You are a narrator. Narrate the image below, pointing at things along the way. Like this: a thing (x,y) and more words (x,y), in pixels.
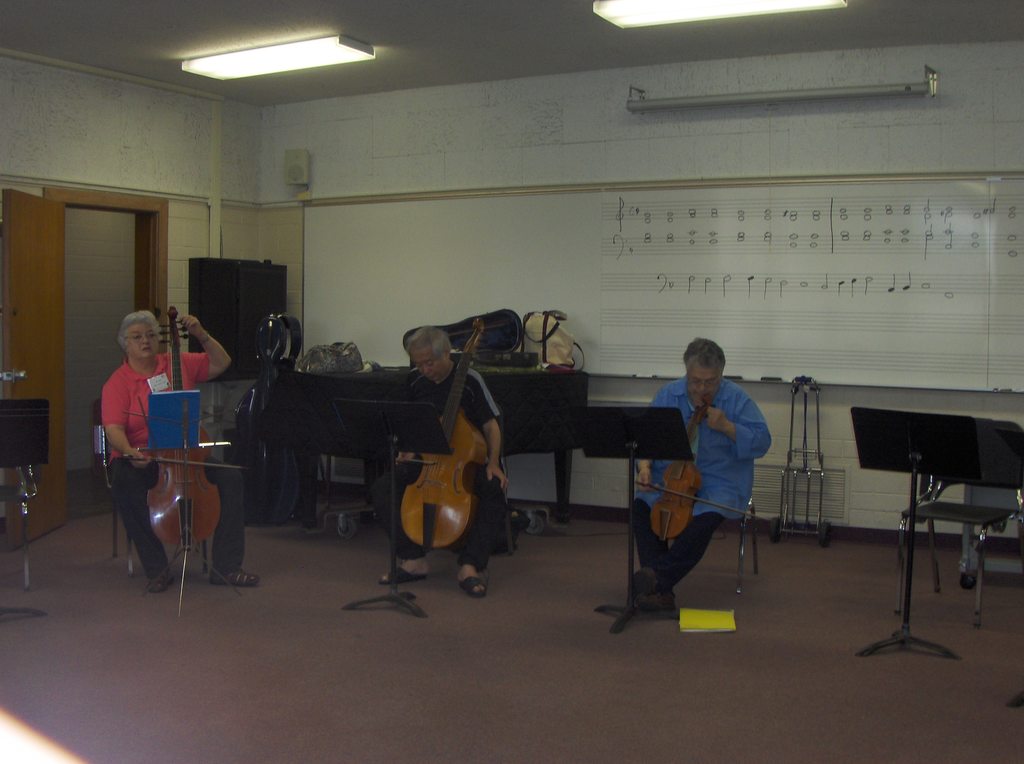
In this image we can see a group of persons (123,388) are sitting on the chair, and playing the string instruments (199,453), and at back (298,409) here is the table (308,400) and some objects (507,366) on it, and here is the wall (621,172), and here is the lights (352,55), and here is the door (148,240).
